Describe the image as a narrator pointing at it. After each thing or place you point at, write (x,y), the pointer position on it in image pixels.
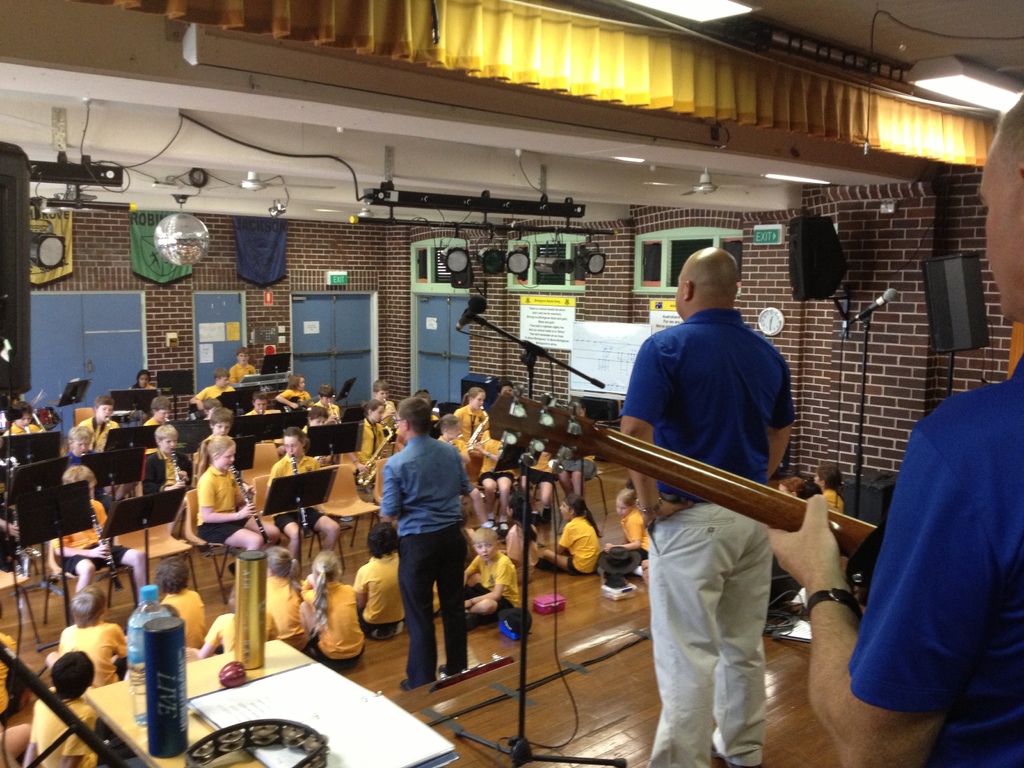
In this picture we can see a man (812,541) is holding a guitar (780,521) and in front of the man (935,733) there is a table (353,741) and on the table (301,703) there is a bottle (133,650) and other things (260,720) and on the floor (573,637) there are microphones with stands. We can see some people (25,409) are sitting on chairs (259,479) and playing some music instruments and some people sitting on the floor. Behind the people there is a wall (657,212).
